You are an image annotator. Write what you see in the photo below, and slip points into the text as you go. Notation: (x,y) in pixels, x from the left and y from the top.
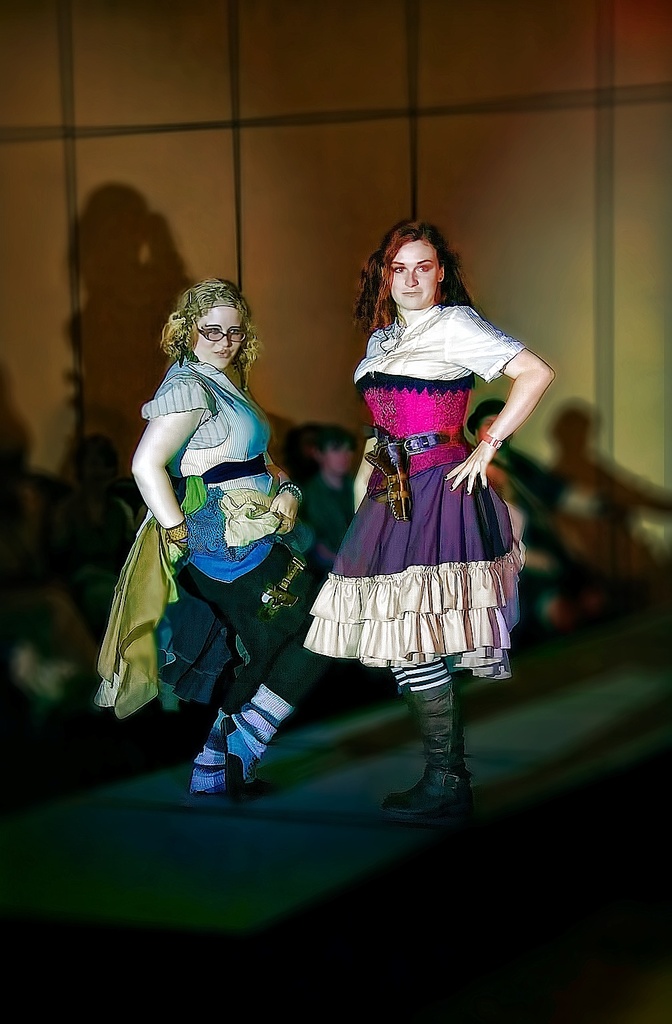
In this image there are two women (264,530) are standing on the stage (421,831). Behind them there are few persons (43,701). Background (523,134) there is wall (503,134).
